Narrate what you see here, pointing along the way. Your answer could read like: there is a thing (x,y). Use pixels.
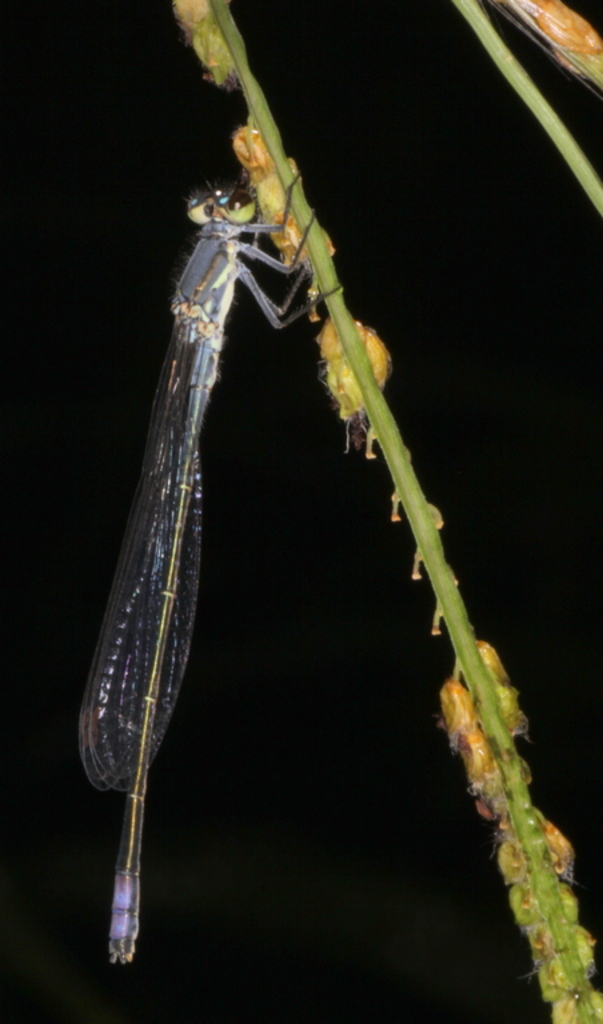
In this image we can see a dragonfly (179,308) on a stem (271,118) with grains (455,704). In the background (396,402) it is dark.
